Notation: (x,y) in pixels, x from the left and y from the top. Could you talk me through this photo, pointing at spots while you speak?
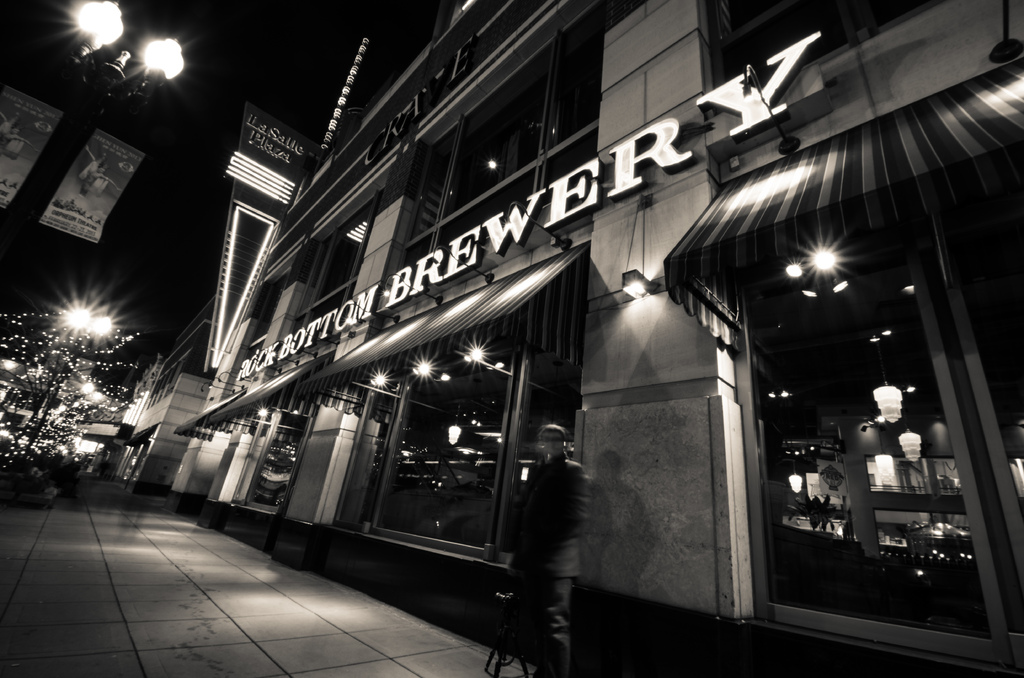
On the left side (72,127), there are lights (157,74) attached to the poles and there is a footpath (133,562). On the right side (960,641), there is a building (946,62) having a hoarding (557,183) on the wall (611,200) and windows (784,282). Beside this building (643,431), there is a person (558,589) standing on the footpath (489,668). In the background (211,364), there are lights (59,409) arranged and there are buildings (148,453). And the background (171,271) is dark in color.
